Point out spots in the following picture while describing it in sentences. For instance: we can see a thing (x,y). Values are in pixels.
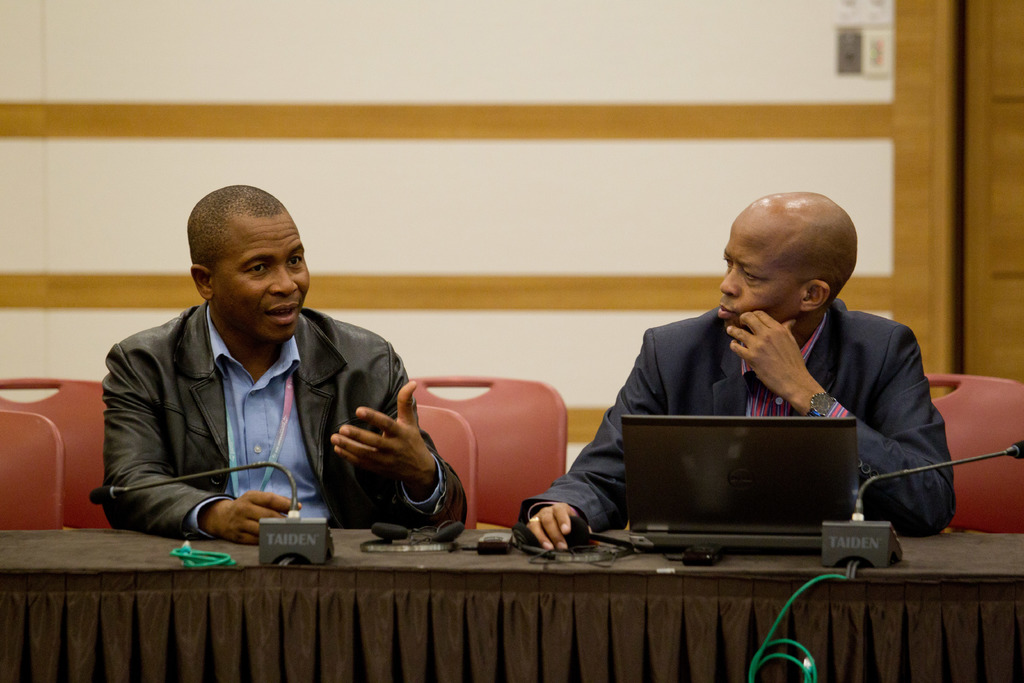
As we can see in the image in the front (164,375) there are two people (207,373) wearing black color jacket (217,448) and sitting on chairs (68,426). In front of them there is a table (550,609). On table (562,618) there are mics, laptop (702,521) and wires (474,549).
